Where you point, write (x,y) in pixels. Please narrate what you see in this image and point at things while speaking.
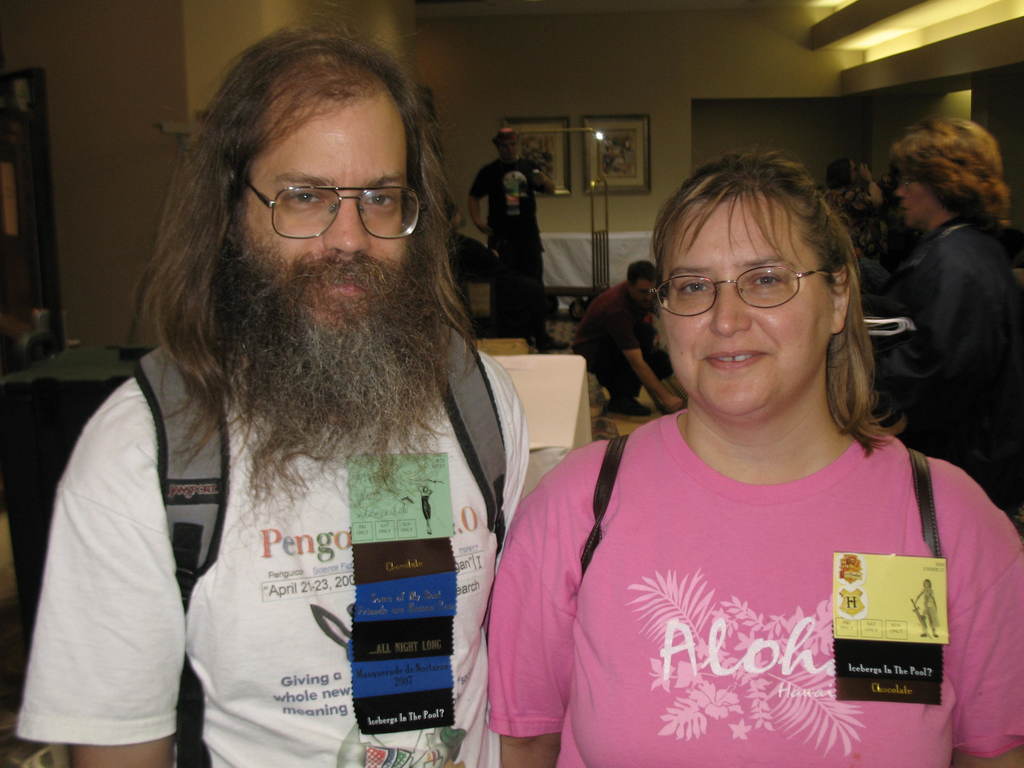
In the foreground of this image (659,592), there is a woman (561,600) and a man (401,754) wearing backpacks (187,427) and also there are posters (435,615) on them. Behind them, it seems like a table (84,358) and an object (39,247) on the wall (109,156). In the background (903,203), there are people (542,291), lights (880,32), wall (627,59), frames (601,156) and few objects (583,249).
